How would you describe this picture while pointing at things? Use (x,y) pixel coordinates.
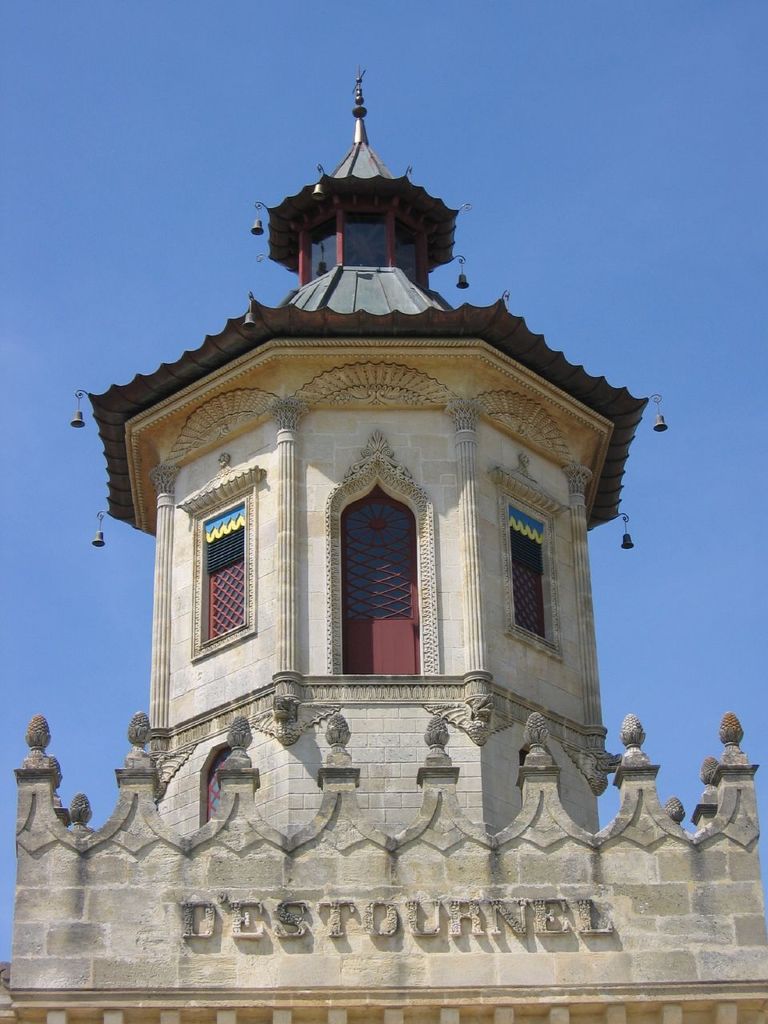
This picture shows a monument (265,1000) and we see text (581,906) on the wall (512,902) and we see a blue sky (24,66).
